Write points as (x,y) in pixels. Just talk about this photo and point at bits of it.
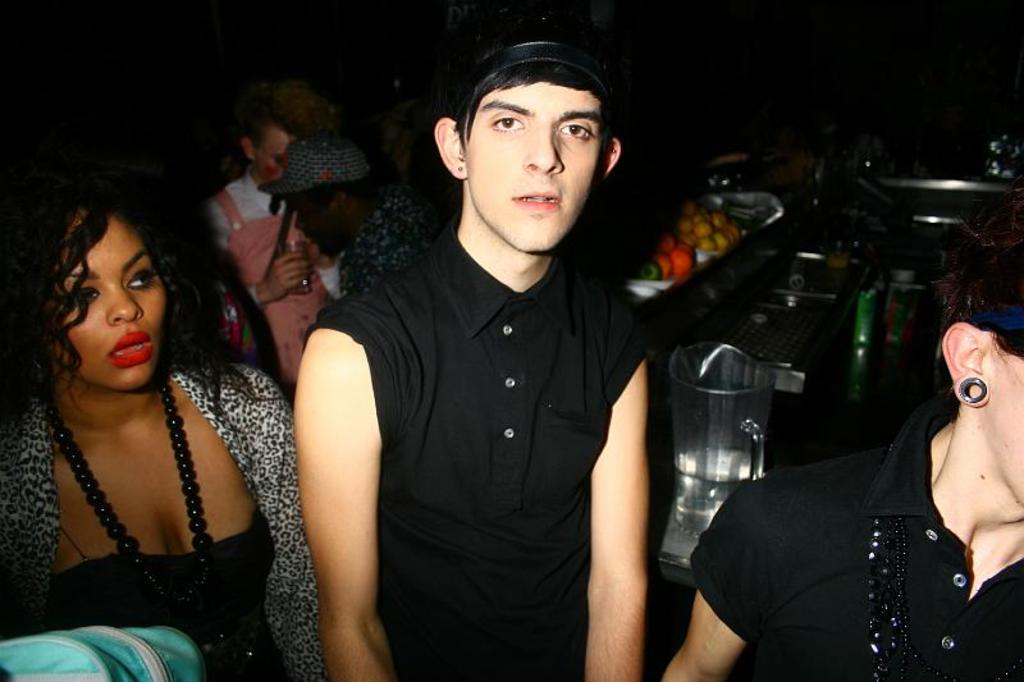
In this image I see a man (375,341) who is wearing black shirt (505,406) and I see a woman (67,195) who is wearing white and black dress (7,447) and over here I see a glass jar (743,444) and I see few things (739,227) over here and I see few people (364,191) over here and it is dark in the background (743,117).
